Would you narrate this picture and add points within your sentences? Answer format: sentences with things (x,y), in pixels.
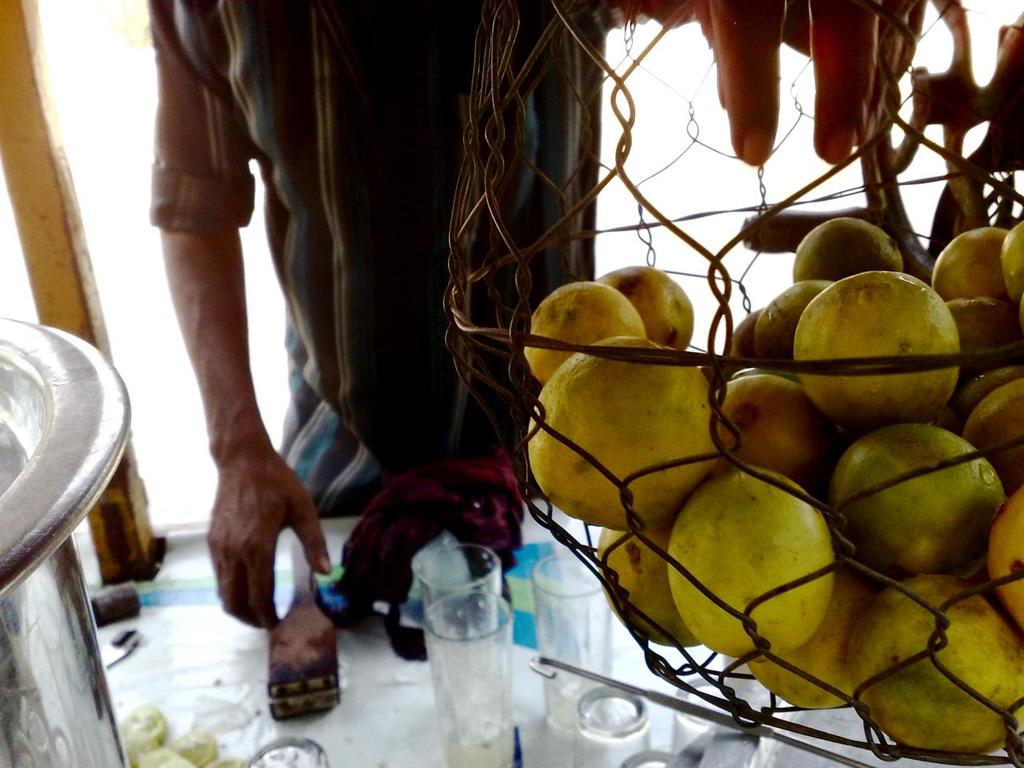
In this image we can see lemons (675,342) in the basket (545,228), there is a person (344,178), in front of the person (343,255) there is a table (377,709), on the table (617,663) there are few glasses (568,578) and objects (45,483).
